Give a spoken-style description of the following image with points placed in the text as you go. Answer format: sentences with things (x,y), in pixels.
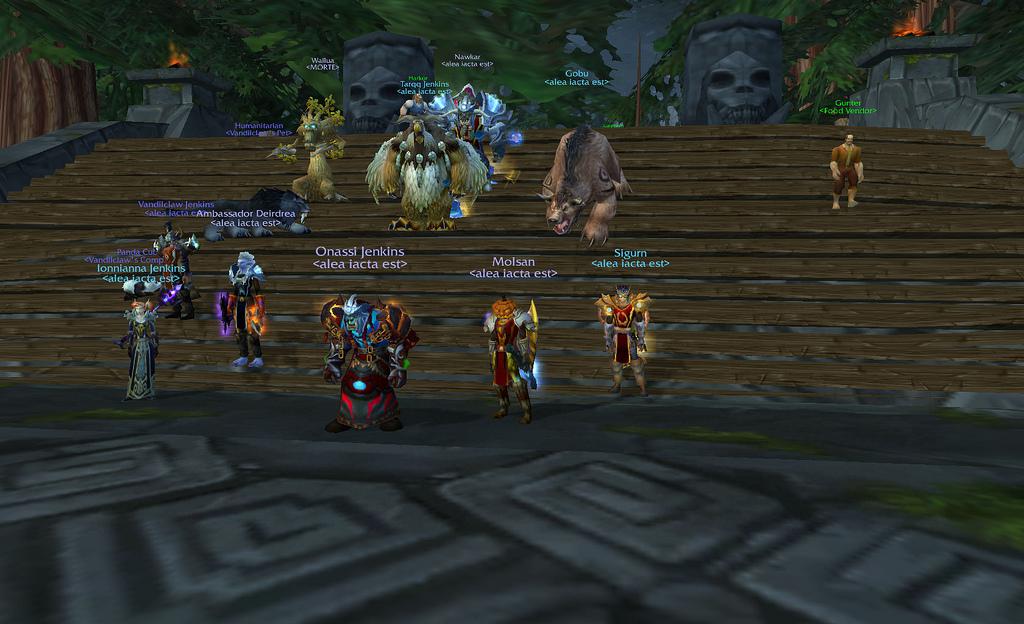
It is a graphical image. In the center of the image (354,338) we can see a few cartoon characters (560,168) and some text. In the background (695,120) there is a wall (352,105), trees (288,53), fire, one pole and a few other objects (757,24).
